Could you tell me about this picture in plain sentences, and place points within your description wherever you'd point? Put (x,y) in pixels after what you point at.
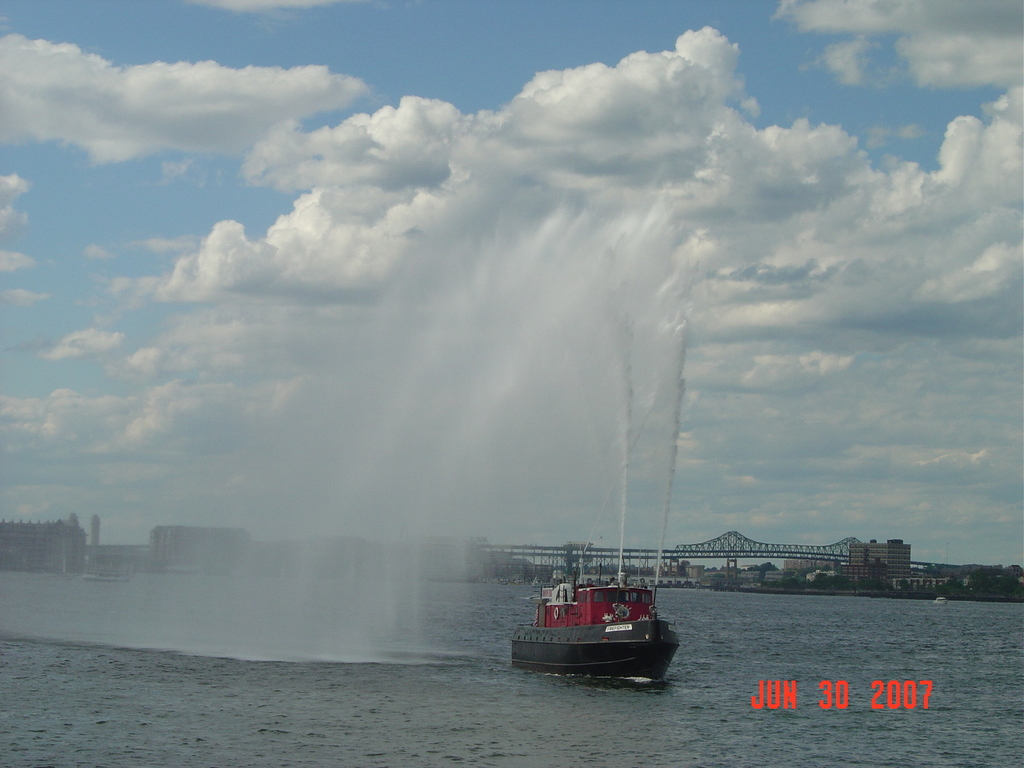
In this picture we can see water (460,734) at the bottom (511,756), there is a boat (609,610) in the water (725,719), in the background (762,577) we can see buildings (156,539), trees (790,582) and a bridge (599,551), there is the sky (310,13) and clouds (525,132) at the top of the picture (480,119).
